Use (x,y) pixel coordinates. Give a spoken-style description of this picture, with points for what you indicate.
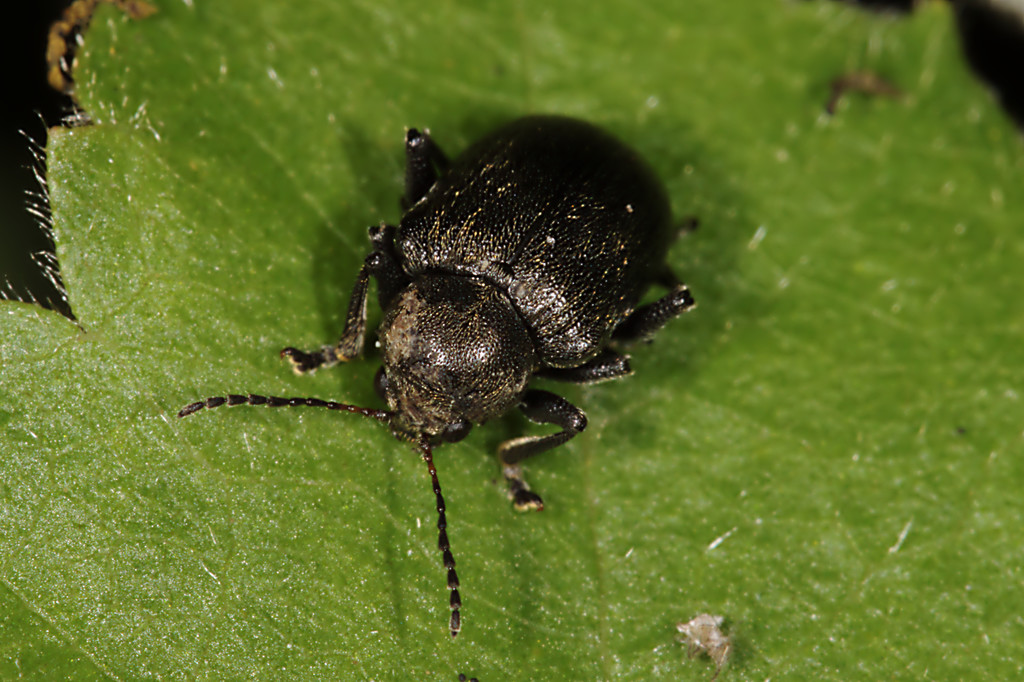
In this image we can see an insect (478,317) on the leaf (867,454).
